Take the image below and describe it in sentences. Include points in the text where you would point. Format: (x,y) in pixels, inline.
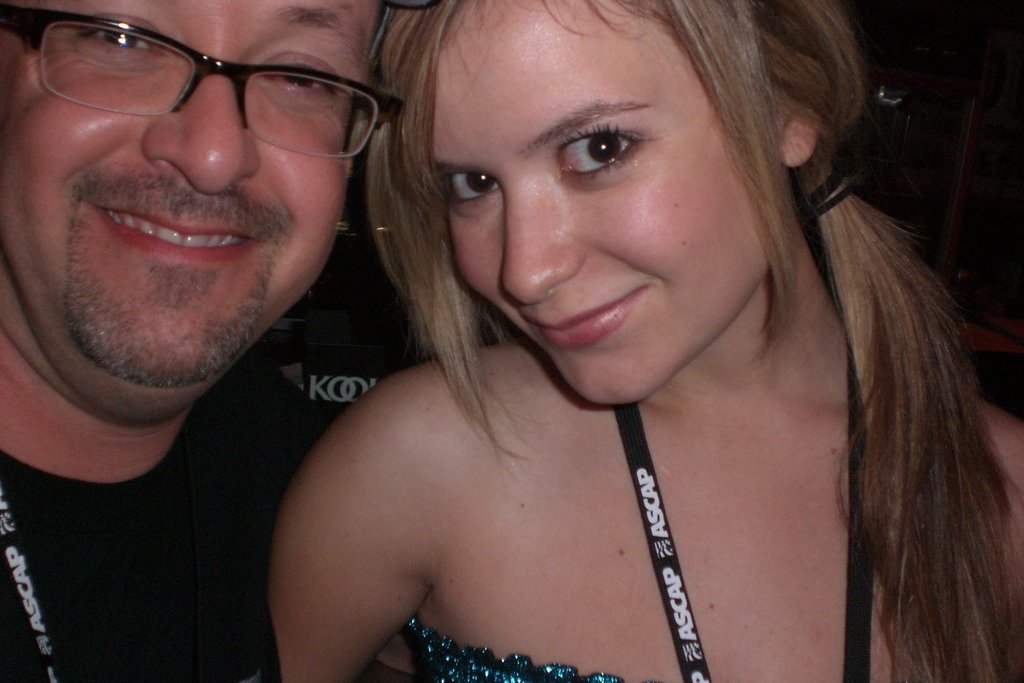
In this picture, we see a man (270,473) is wearing a black T-shirt (145,532) and an ID card (13,513). He is wearing the spectacles (61,79) and he is smiling. Beside him, we see a woman (589,450) is wearing an ID card (673,611) and she is smiling. Both of them are posing for the photo. Behind them, we see a wall (882,140). In the background (945,196), it is black in color. This picture might be clicked in the dark.
